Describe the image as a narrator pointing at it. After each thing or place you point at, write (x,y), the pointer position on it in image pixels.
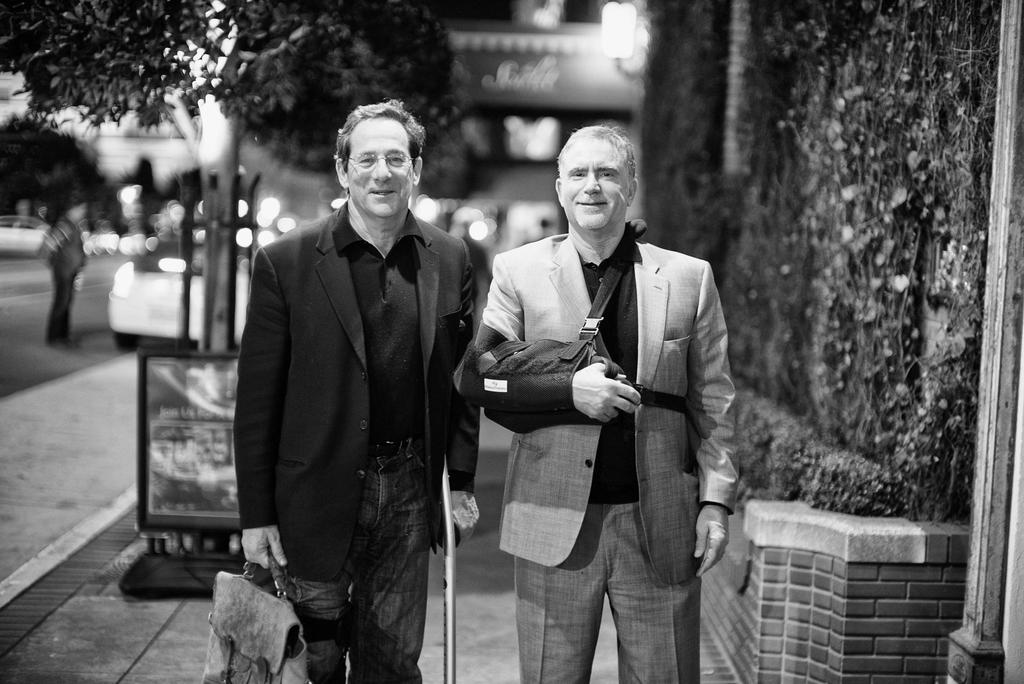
In this image in the foreground (383,384) there are two persons (612,492) who are standing and in the background (236,125) there are some buildings (132,160), trees (297,27) and some vehicles (33,243). On the left side (71,263) there is one person (76,276) who is standing and there are some boards (225,452) and poles (186,321). On the right side (827,238) there is a wall (860,558) and some plants (856,384).
